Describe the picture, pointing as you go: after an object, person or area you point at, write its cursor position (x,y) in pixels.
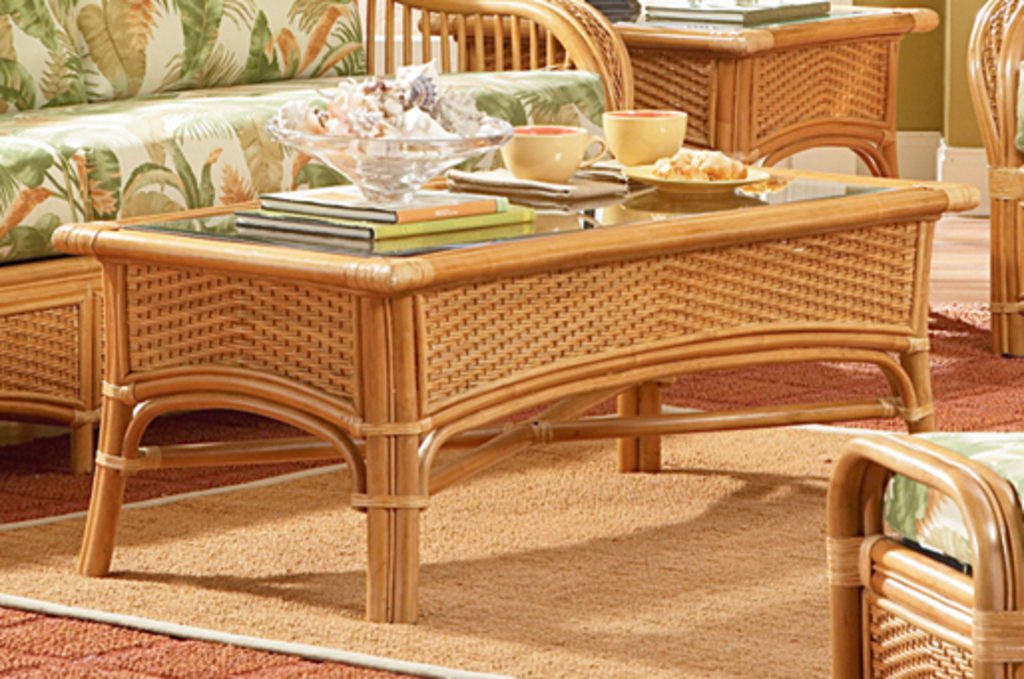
In this picture there is sofa (43,83) at the top left side of the image (104,90) and there are chairs (1008,111) on the right side of the image (1000,96), there is a table (896,192) in the center of the image (634,261), which contains cups (570,154), books (316,200), and a plate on it, there is a desk (684,75) at the top side of the image (764,4), which contains a book (756,3) on it, there is a rug (20,603) on the floor (582,440).
